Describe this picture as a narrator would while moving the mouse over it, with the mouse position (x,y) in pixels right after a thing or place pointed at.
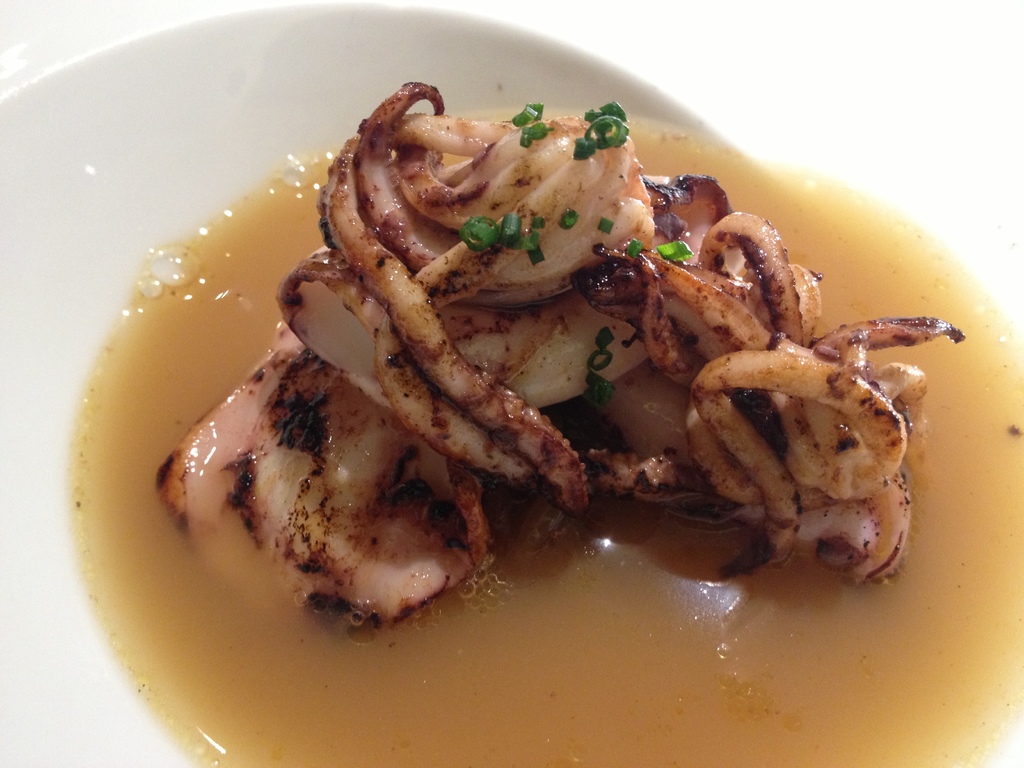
In this picture, we can see a plate (31,276), on that plate (18,278), we can see some food item (447,378) and some liquid substance (594,608).
